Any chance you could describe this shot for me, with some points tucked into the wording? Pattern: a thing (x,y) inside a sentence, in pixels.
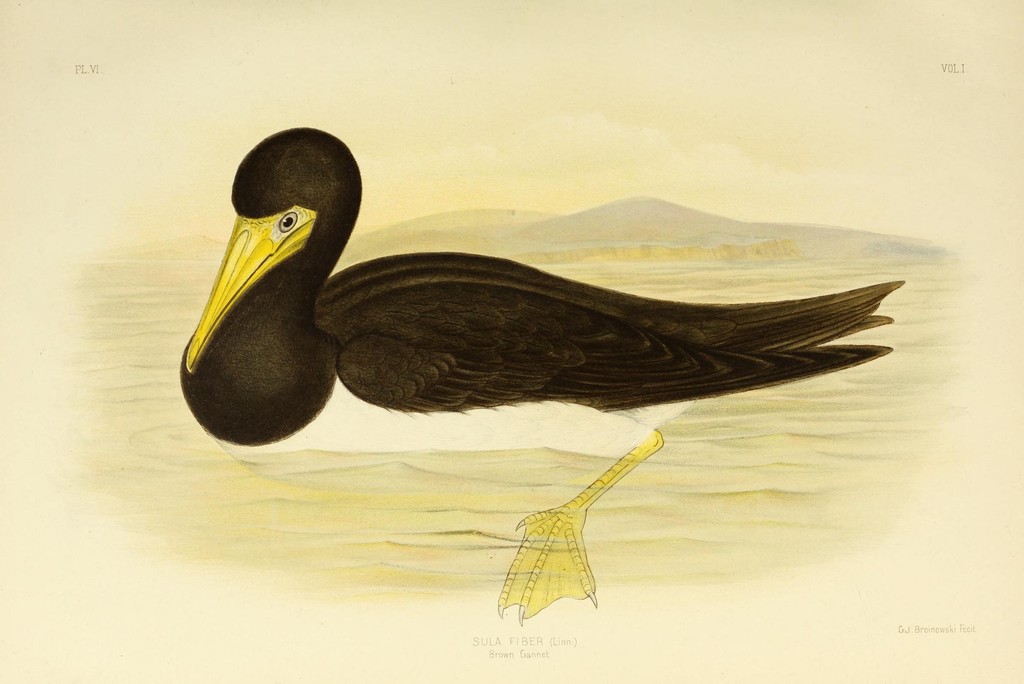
Here we can see a poster (778,331). On the poster (873,410) we can see picture of a bird (644,432) on the water (646,499).
